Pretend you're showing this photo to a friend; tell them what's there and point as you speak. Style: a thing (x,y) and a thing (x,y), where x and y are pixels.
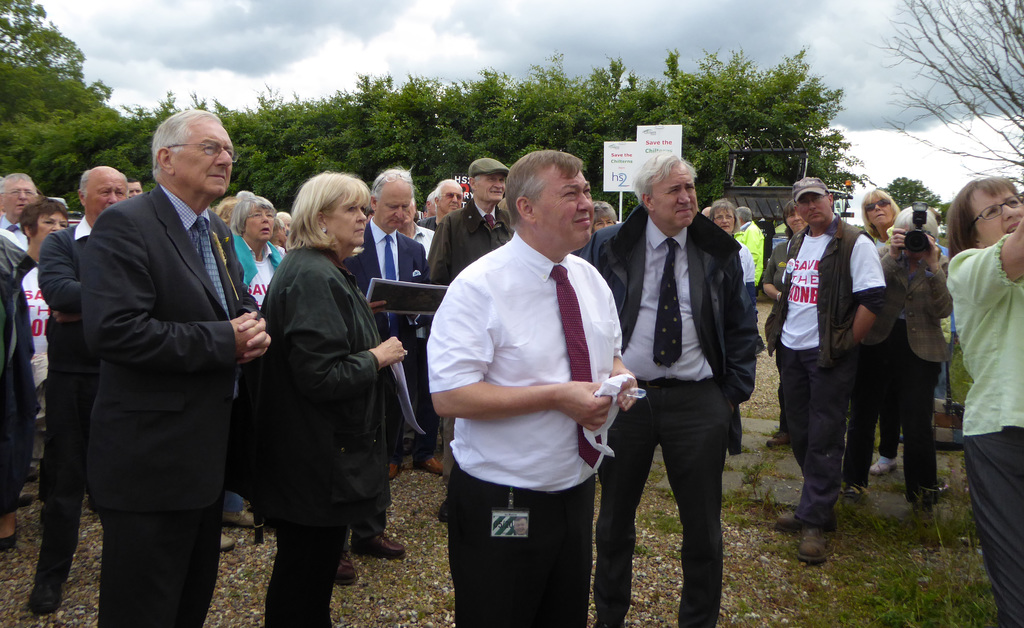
In this image there are a group of people (469,332) standing, and some of them are holding placards (618,176) and some of them are holding camera (924,242) and some objects (612,386). At the bottom (929,543) there is sand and grass (905,522), and in the background (708,172) there are trees (440,138) and some object (780,188) is there. At the top (278,83) there is sky (395,56).
